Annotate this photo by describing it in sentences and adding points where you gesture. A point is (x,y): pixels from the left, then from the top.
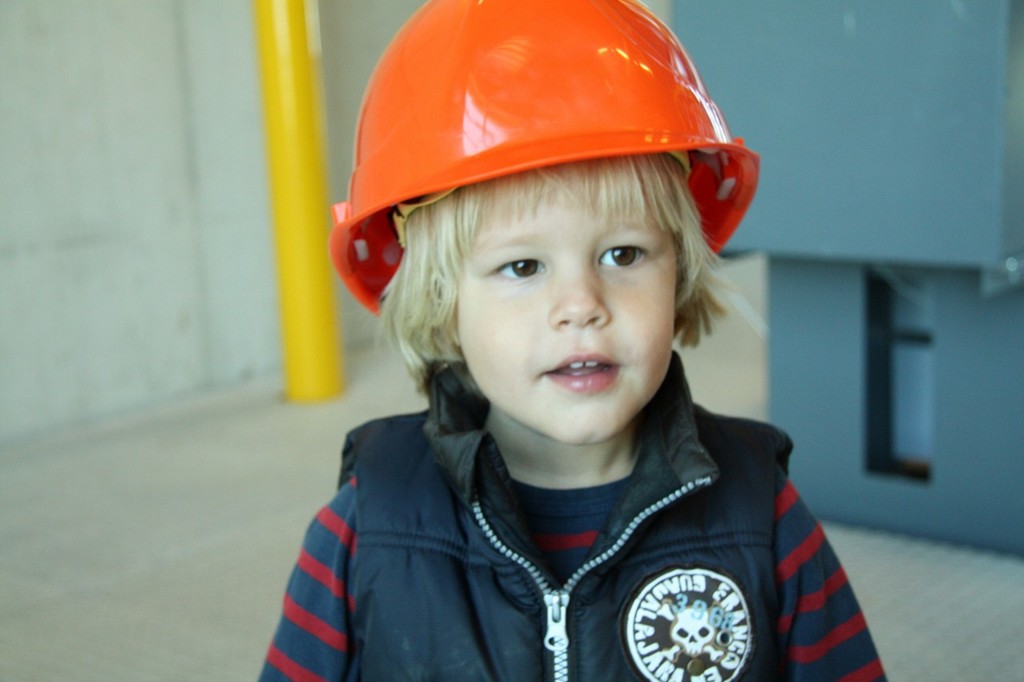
In this image I see a child (530,367) who is wearing black color jacket (567,592) and I see a logo (645,621) over here and I see that the child (397,572) is wearing a helmet (548,7) which is of orange in color. In the background (140,21) I see the wall (240,250) and I see the yellow color pole (283,203) over here and I see the blue color thing (813,161) over here.
